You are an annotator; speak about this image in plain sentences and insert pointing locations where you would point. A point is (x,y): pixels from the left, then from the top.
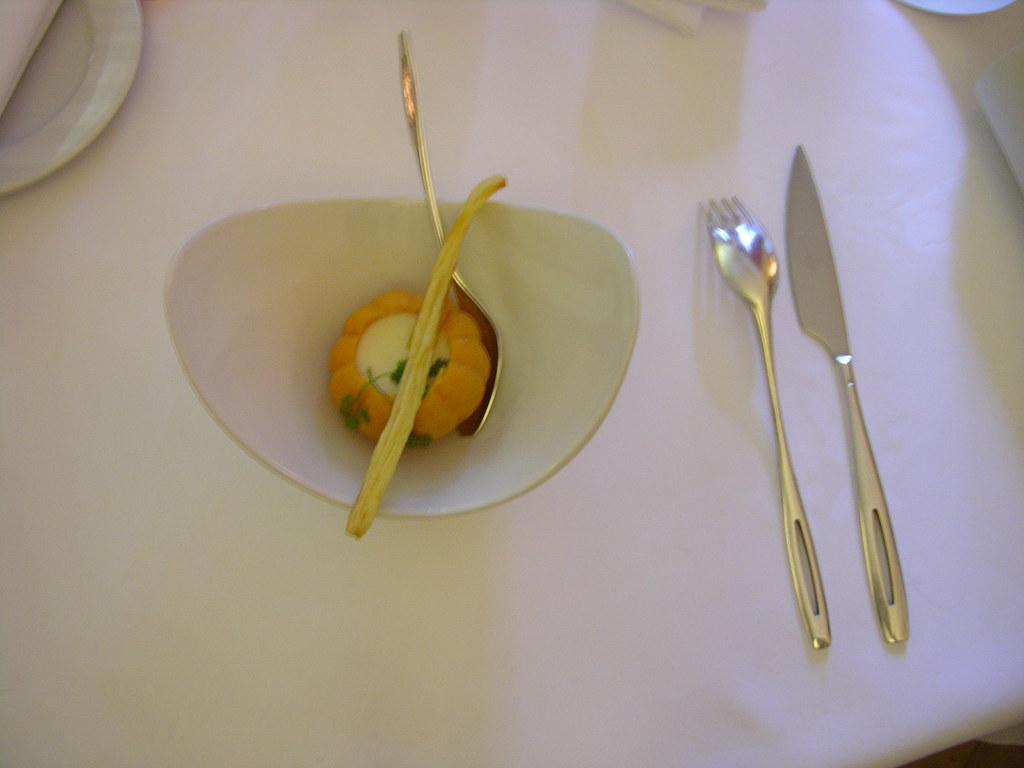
In the picture we can see a table (40,707) which is white in color and on it we can see a white color bowl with a sweet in it and a spoon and beside the bowl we can see a fork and a knife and near the bowl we can see a plate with some tissues (2,47) in it.
